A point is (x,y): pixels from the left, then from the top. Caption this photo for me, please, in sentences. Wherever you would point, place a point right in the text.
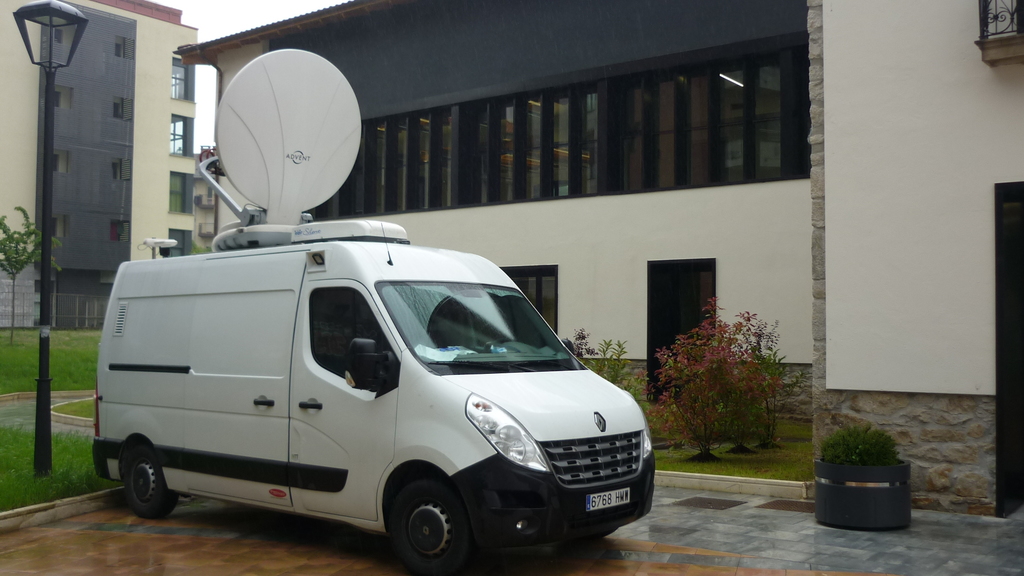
In this image we can see a vehicle (391,303) and also the satellite dish (291,119). In the background (537,140) we can see the buildings (680,142), plants (729,419), tree (30,261), grass (26,473) and also the sky (186,4). On the left (38,30) we can also see the light pole (44,43) and at the bottom (472,557) there is path (763,518).
